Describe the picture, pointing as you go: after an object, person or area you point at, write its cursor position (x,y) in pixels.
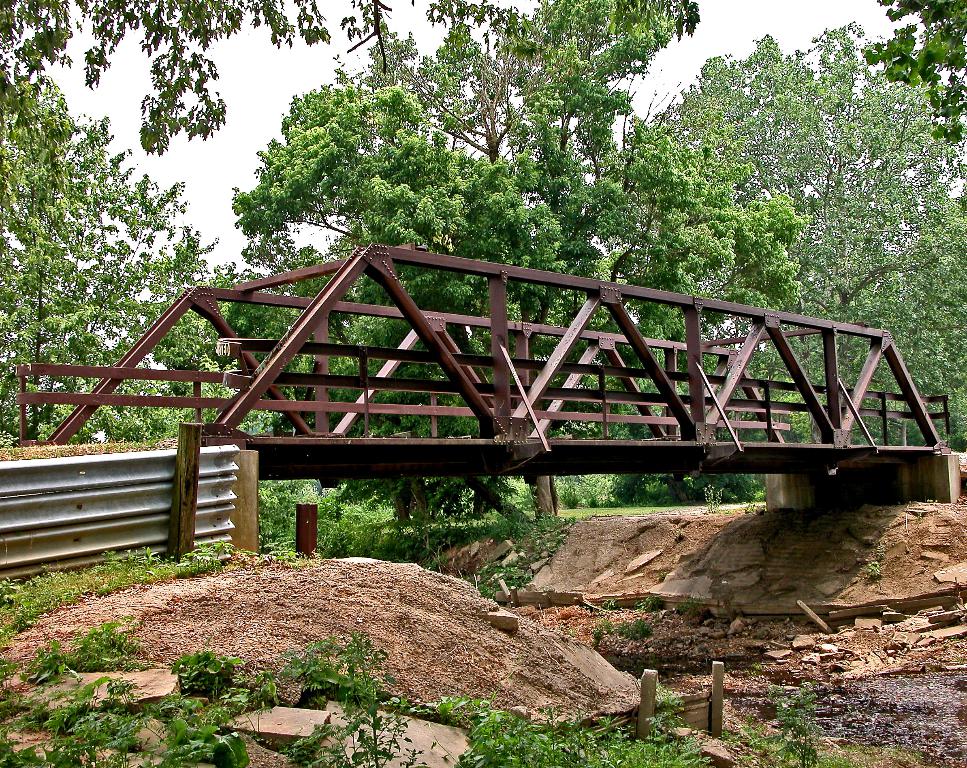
In the center of the image (467,392), we can see a bridge (633,447) and there are railings (339,349). In the background (372,524), there are trees (570,354) and we can see an asbestos sheet (128,493). At the bottom (419,596), there are rocks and there is ground (545,629).
